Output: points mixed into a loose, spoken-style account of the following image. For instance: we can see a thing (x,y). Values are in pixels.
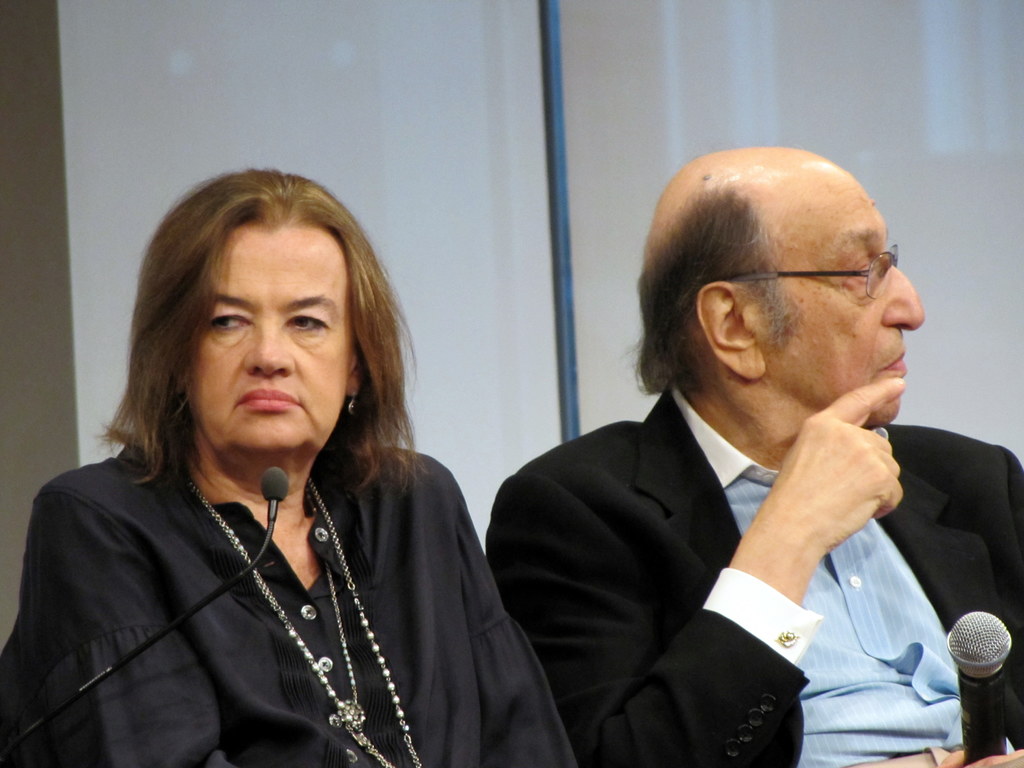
In this picture, I see a man (635,458) and a woman (419,545) seated and I see a man (945,678) holding a microphone (974,659) in his hand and on the left (273,508) we see another microphone (272,493) in front of the women (177,413) and we see a projector light (406,198) on the back of them.
